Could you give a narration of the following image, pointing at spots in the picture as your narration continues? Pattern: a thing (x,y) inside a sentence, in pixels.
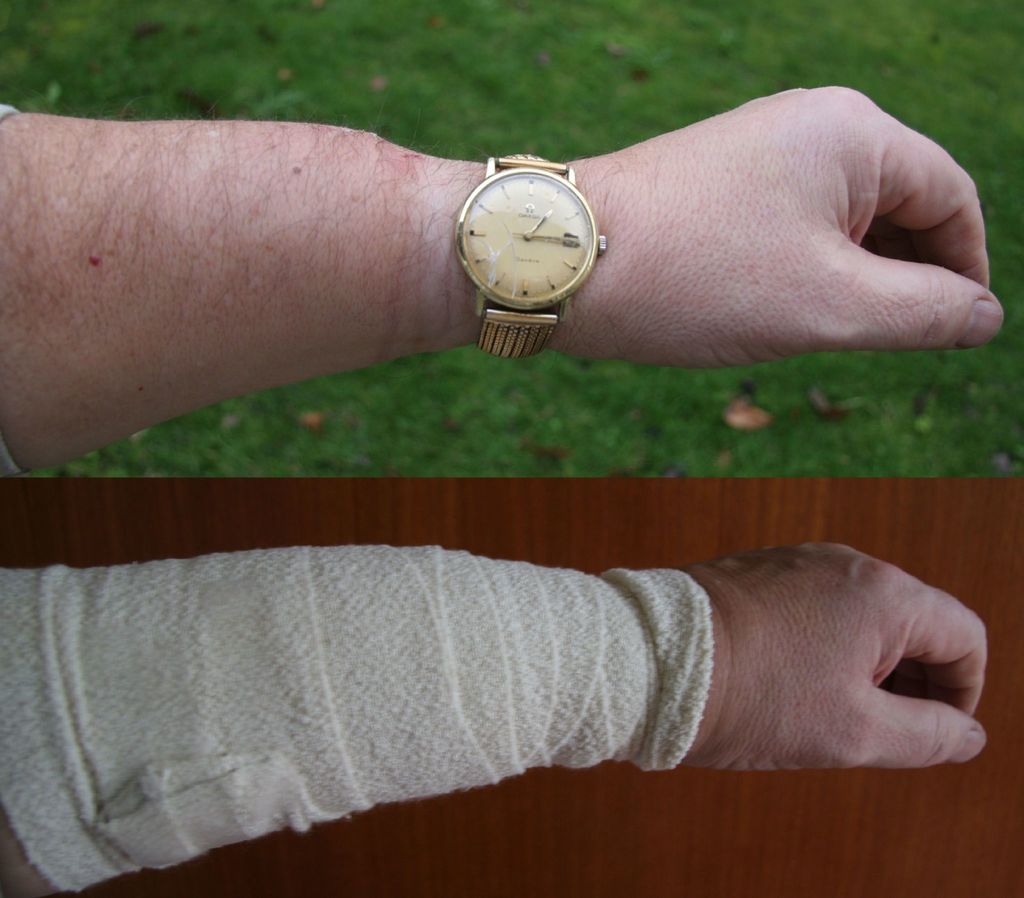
In this image I can see the collage picture in which I can see the hand (615,308) of a person (424,226). I can see the green and brown colored backgrounds.
